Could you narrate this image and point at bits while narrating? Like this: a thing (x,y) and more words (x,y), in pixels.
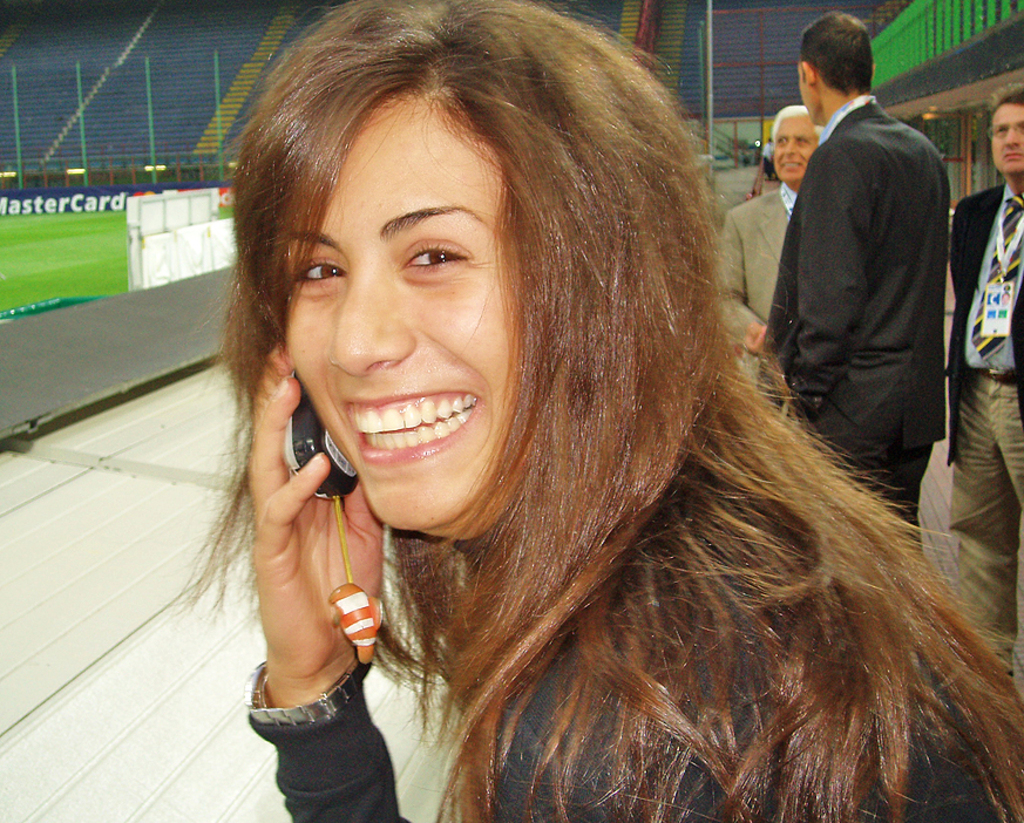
In the center of the image (517,370) there is a woman (517,251) holding a mobile phone (290,440). In the background (188,72) we can see persons (751,225), ground (88,267), chairs (698,20), stairs (626,28) and fencing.
